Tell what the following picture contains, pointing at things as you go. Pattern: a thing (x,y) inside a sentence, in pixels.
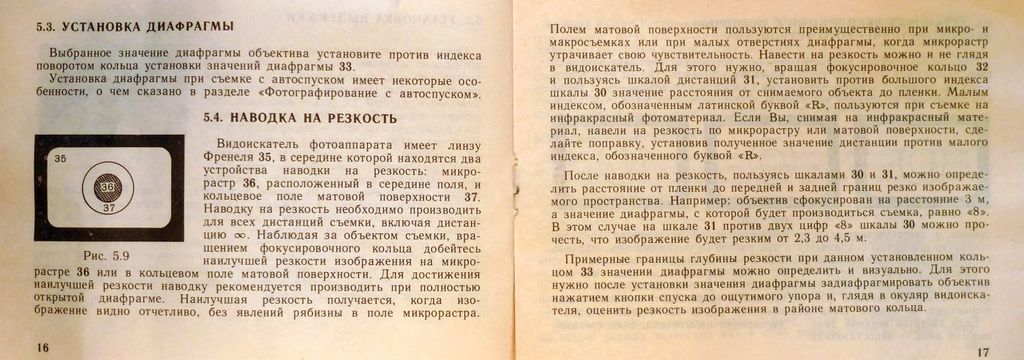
In this picture we can see two papers (532,315) here, we can see some text (726,223) on these papers (421,225), we can also see page numbers (40,346) here.
